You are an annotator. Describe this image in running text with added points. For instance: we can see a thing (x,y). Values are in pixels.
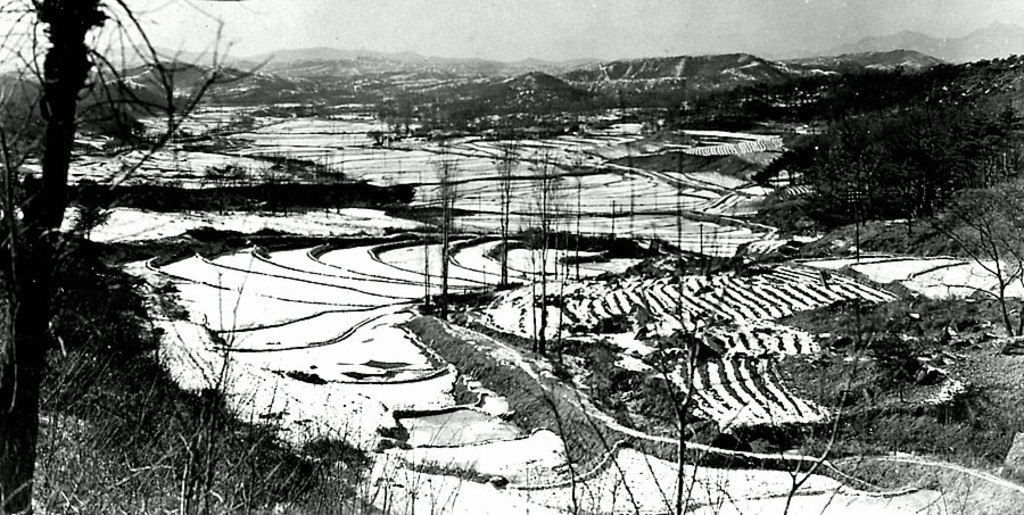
In this picture we can see trees (7,222), snow (278,341), grass (124,315), mountains (390,83) and in the background (615,12) we can see the sky (615,12).
